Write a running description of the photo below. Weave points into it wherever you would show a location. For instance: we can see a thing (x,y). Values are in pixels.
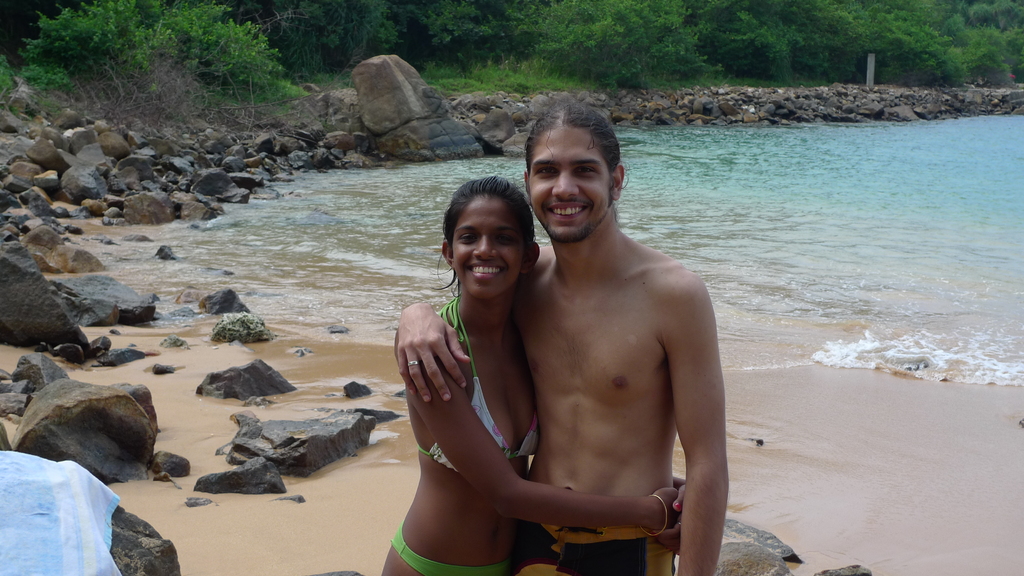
In this picture I can see there is a man (575,334) and a woman (488,556) standing, the man (645,430) is wearing a trouser (670,558) and there is a river (925,207) on to right (824,235) and there are few rocks (282,143), stones (248,376) and sand (266,501) on the floor (274,528) and there is a towel (58,462) placed into left and there are grass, plants (196,87) and trees (487,47).
